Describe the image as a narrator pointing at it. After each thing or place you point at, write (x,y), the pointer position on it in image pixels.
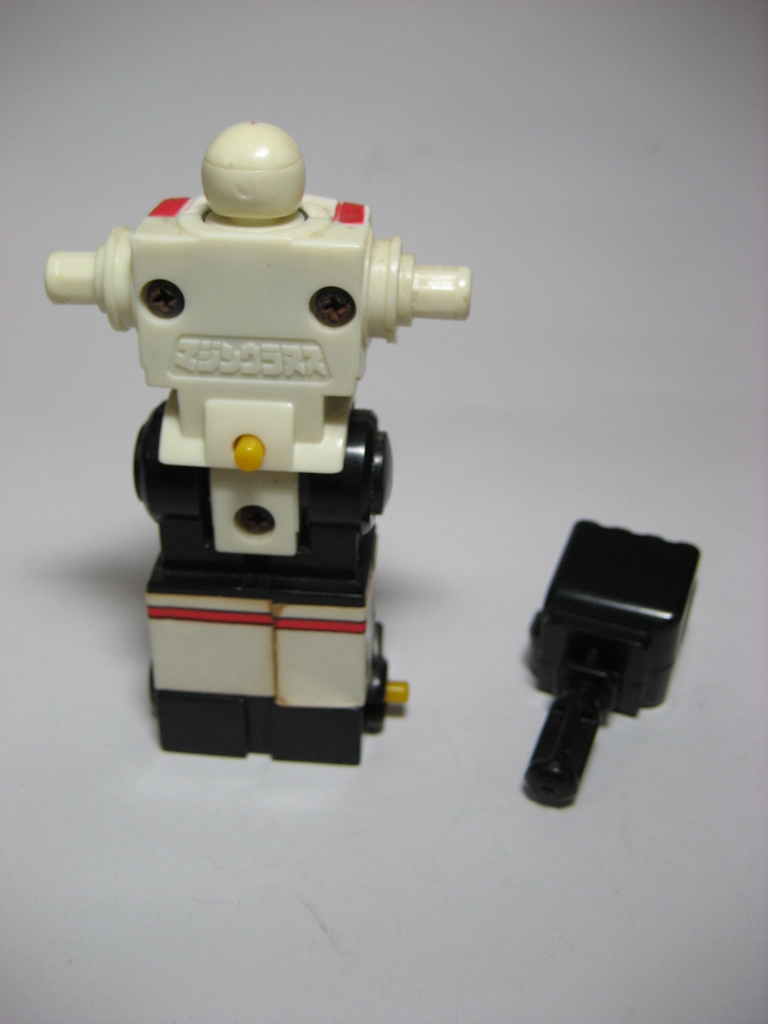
In this image I can see a toy (376,420) is in the shape of robot (309,347). It is in white and black color.
